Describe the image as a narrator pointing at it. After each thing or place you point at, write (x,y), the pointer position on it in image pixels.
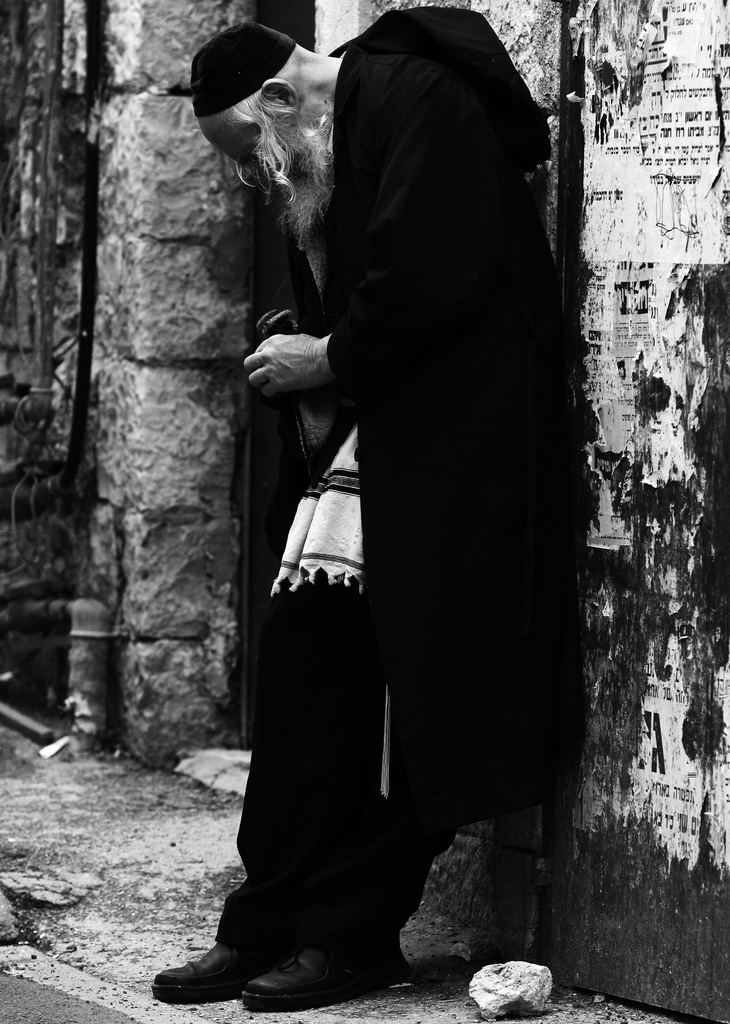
This is a black and white image. In this image I can see a man (405,709) standing on the ground (419,1005) facing towards the left side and he is looking at the downwards. At the back of him there is a wall (693,634). At the bottom (510,998) there is a stone (508,995).
